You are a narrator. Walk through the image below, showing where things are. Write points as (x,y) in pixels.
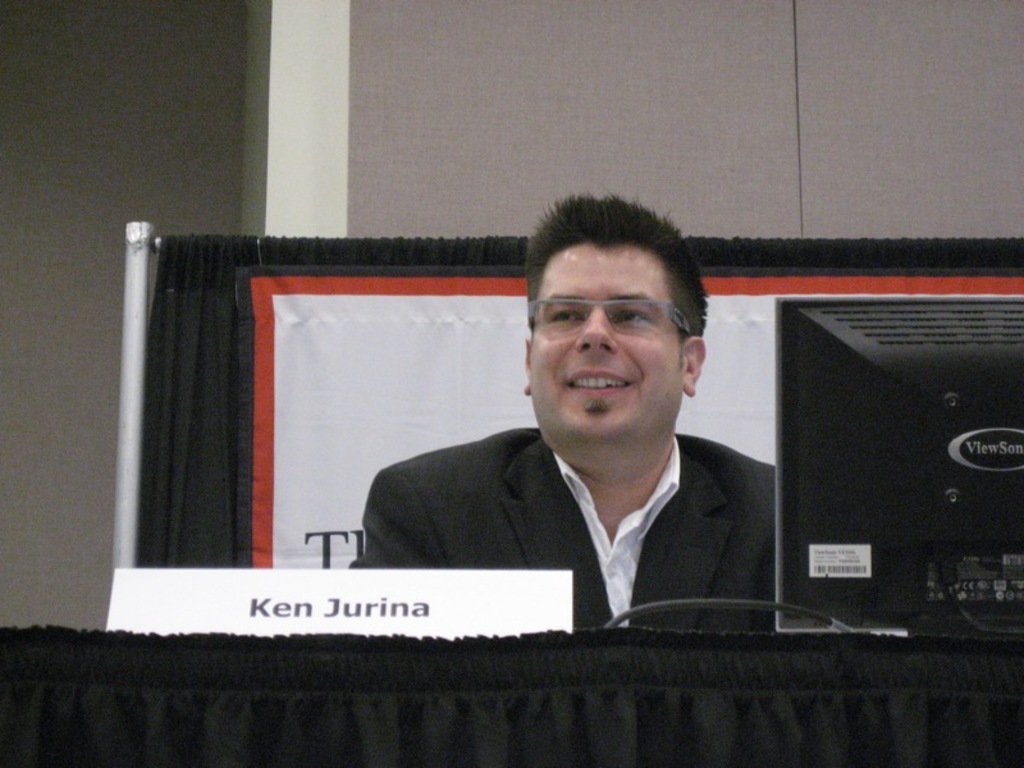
In this image, we can see a person (712,442) in front of the monitor (880,492). This person (772,517) is wearing clothes (623,542) and spectacles (640,328). There is a banner (398,356) in front of the wall (442,99). There is a name board (439,591) at the bottom of the image (466,626).
